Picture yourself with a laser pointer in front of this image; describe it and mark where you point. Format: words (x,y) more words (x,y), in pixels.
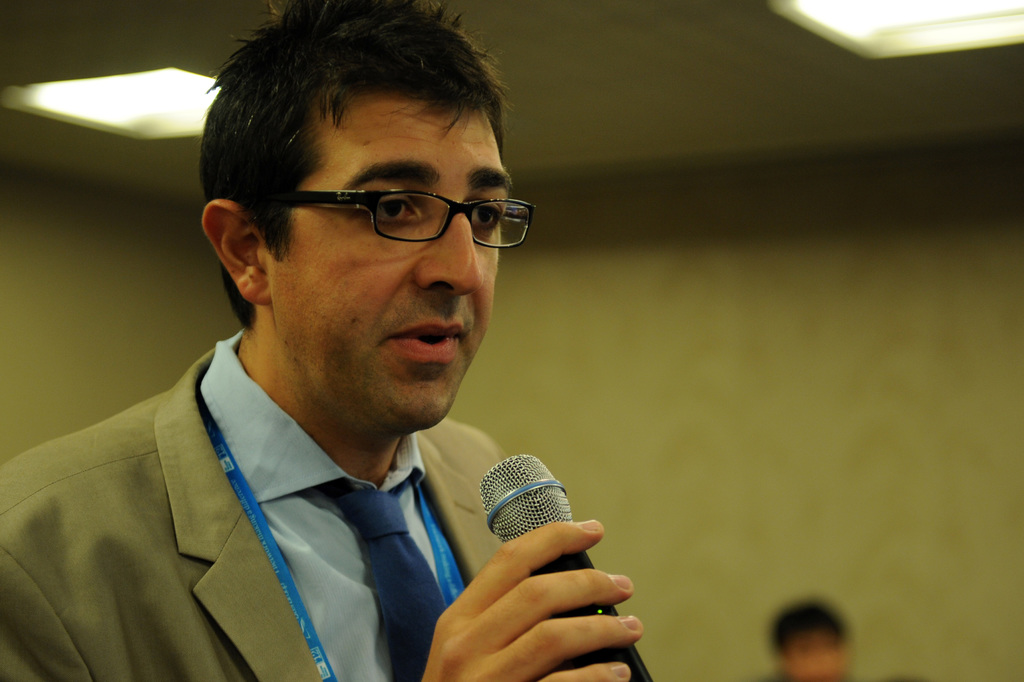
In this picture there is a man (409,35) standing and speaking, he is looking at someone else and he is holding the microphone (599,603) with his right hand (545,604) and is wearing a jacket (148,498) and on to his left there is another person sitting and there is a wall (889,349) and the ceiling (893,83) has lights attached to it.
